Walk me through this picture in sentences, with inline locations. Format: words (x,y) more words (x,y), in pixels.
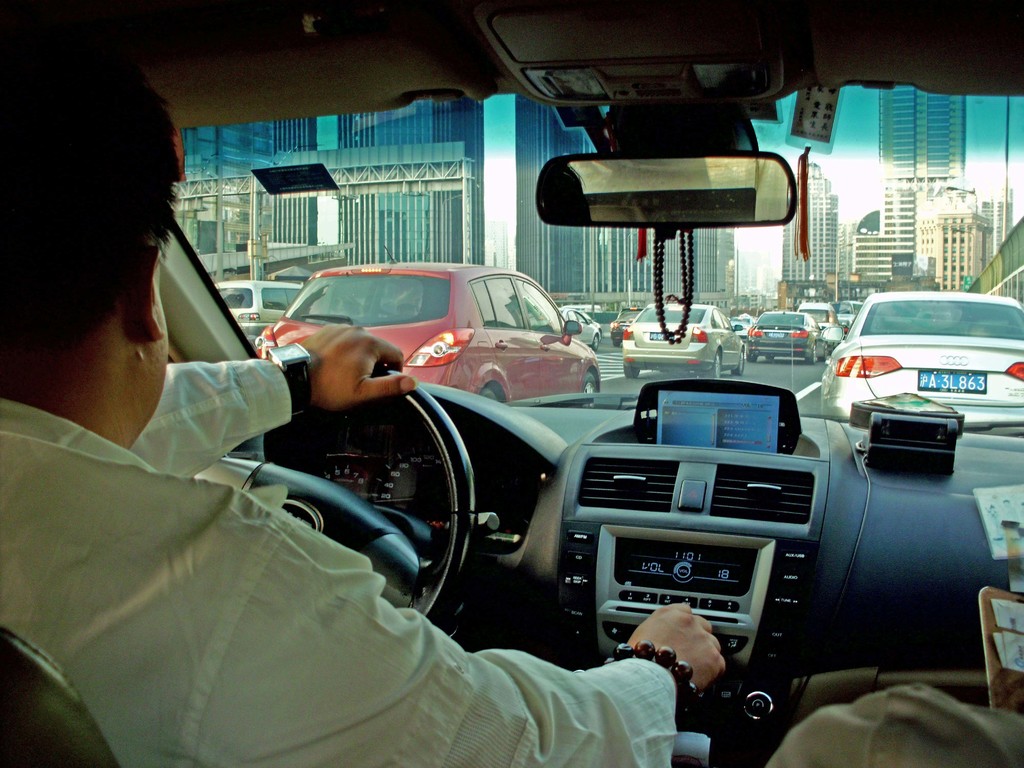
In this picture we can see the inside view of the car (228,470). In the front (209,543) we can see a man (506,656) driving the car (440,486). Behind there are some cars (723,368) on the road (601,343). In the background (939,169) we can see some high rise buildings (648,231).
